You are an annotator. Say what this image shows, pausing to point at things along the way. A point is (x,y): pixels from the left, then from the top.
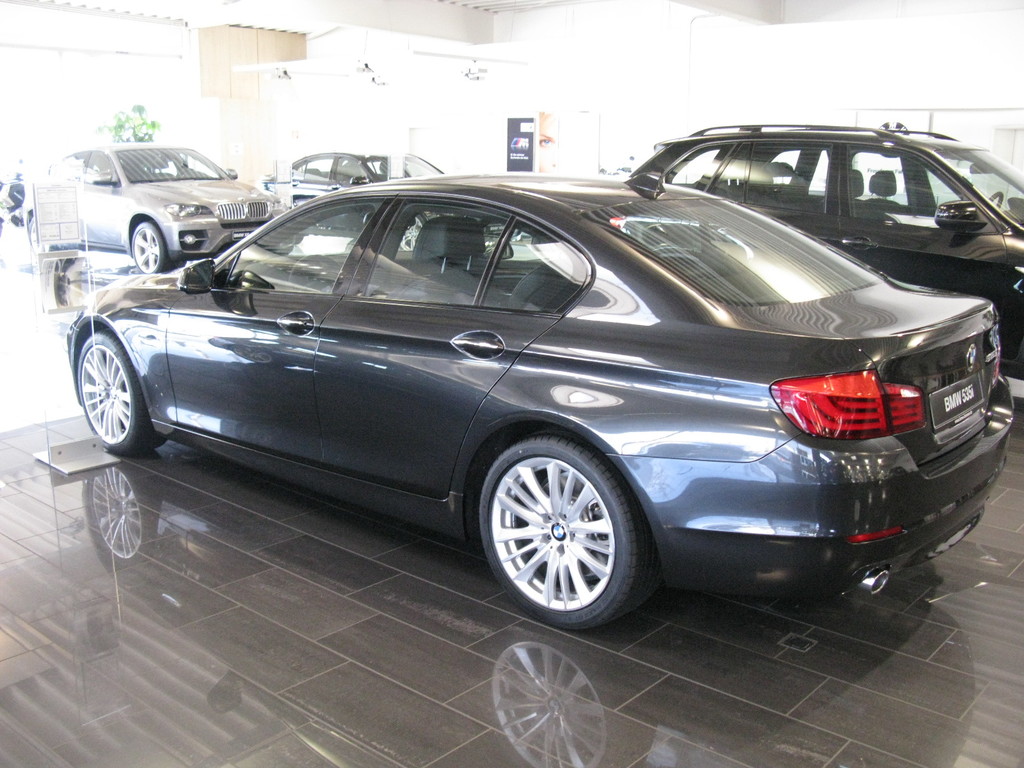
In this image we can see many vehicles (553,282). In the back (520,164) there is a board (521,147). And it is white in the background (694,11).
